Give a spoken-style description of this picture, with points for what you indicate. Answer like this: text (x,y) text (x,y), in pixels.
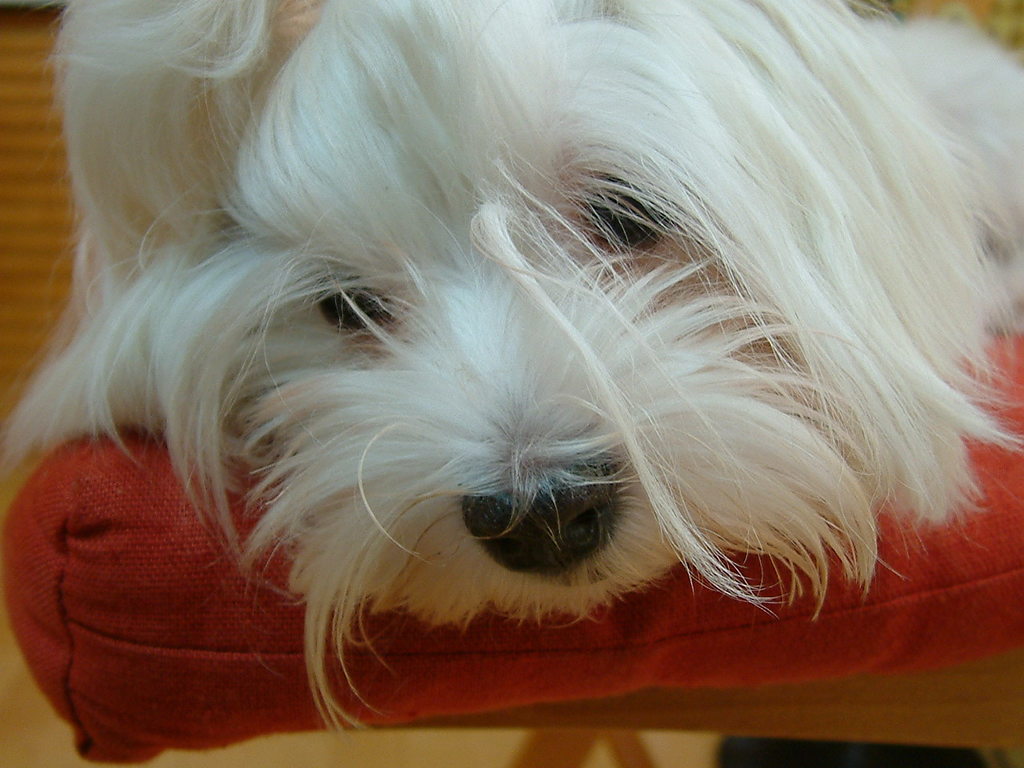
In this picture we can observe a white color dog (548,141) on the red color seat (205,593). We can observe fur (301,112) on the face (405,342) of this dog (460,74).
